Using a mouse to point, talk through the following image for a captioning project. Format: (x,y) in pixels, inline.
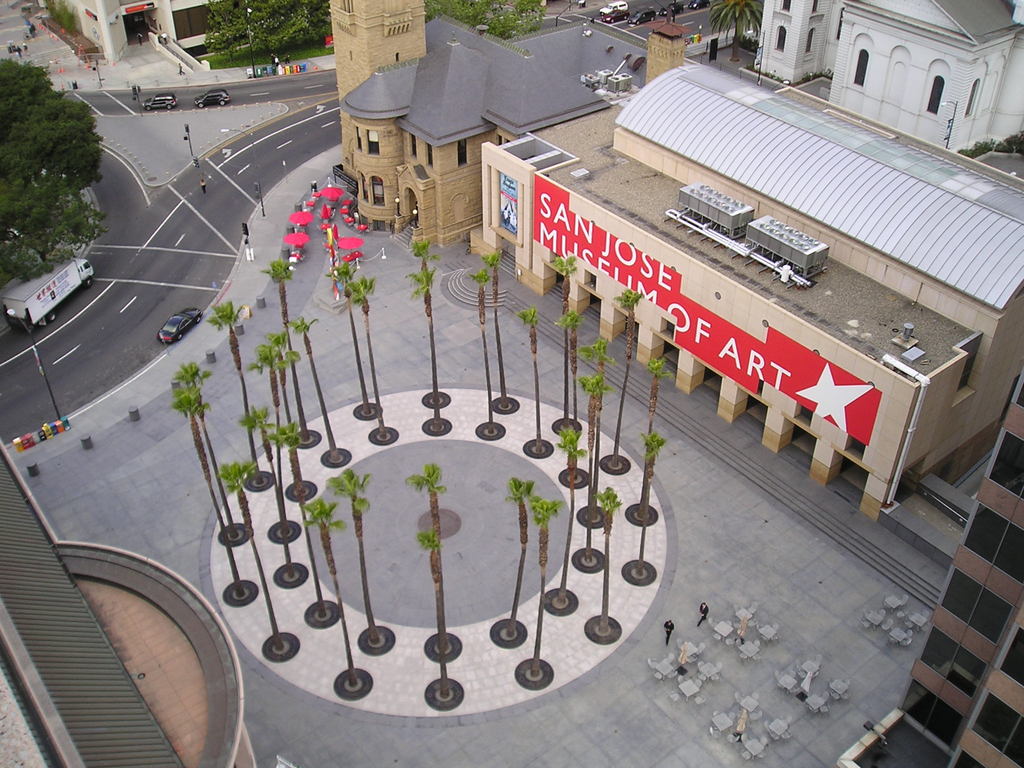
In this image we can see trees (579,438), buildings (709,286), persons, benches (876,617), vehicles (185,331), road (126,249), traffic signals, trees (282,39) and grass (223,59).
